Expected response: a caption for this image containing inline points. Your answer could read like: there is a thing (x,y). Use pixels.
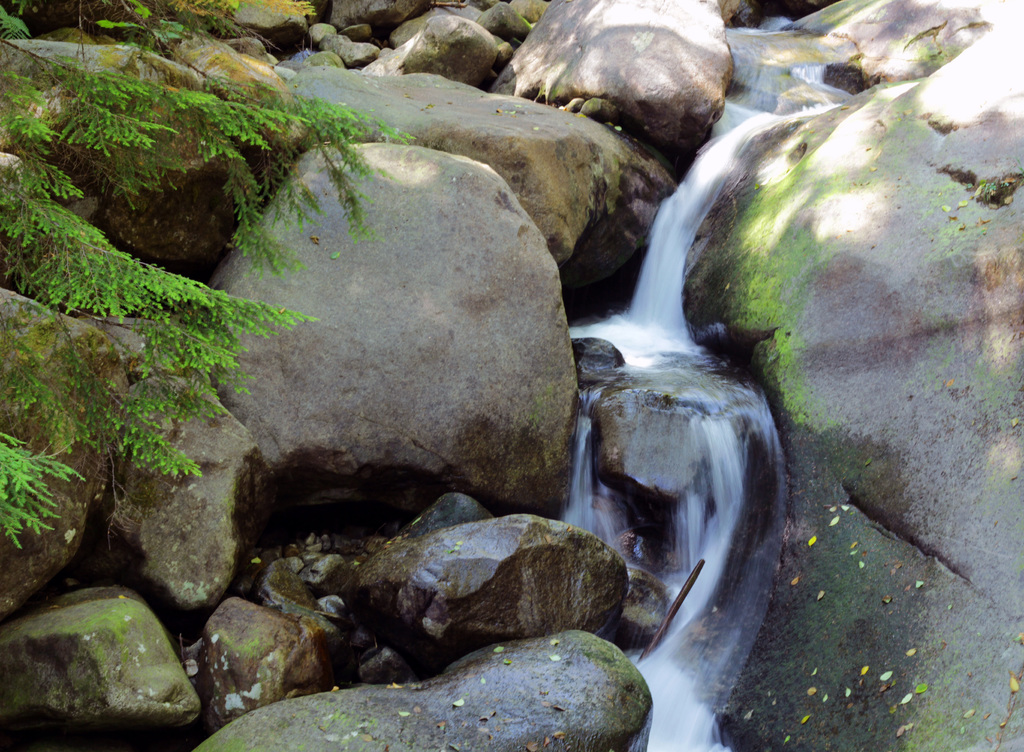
In this image, we can see the waterfall (783,55). We can see some rocks (723,295). We can see the branches (110,109) of trees (258,4).
